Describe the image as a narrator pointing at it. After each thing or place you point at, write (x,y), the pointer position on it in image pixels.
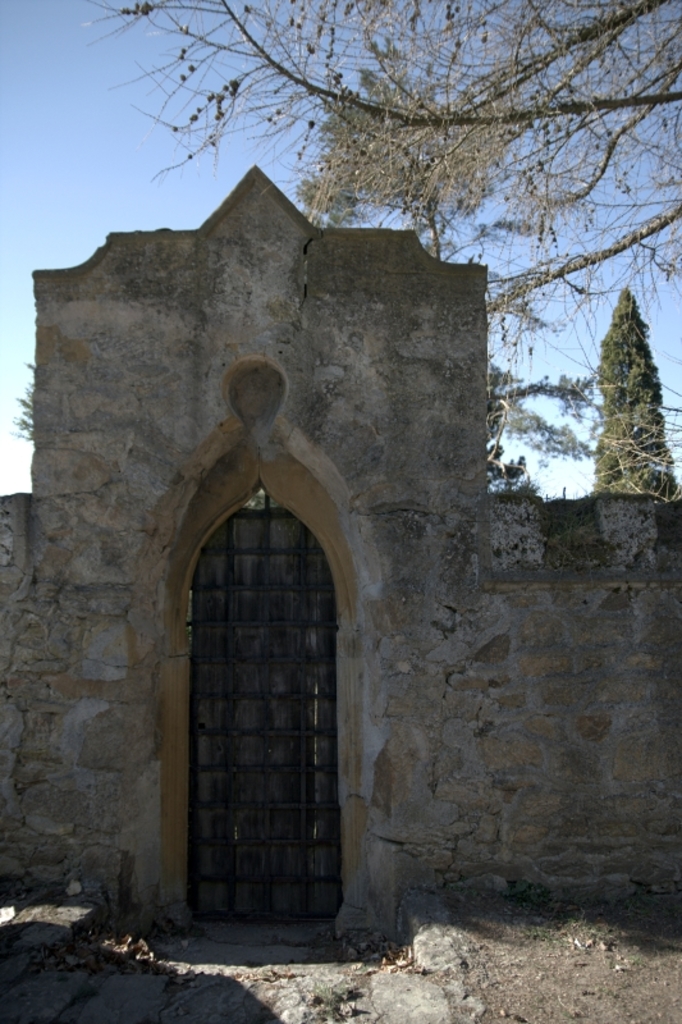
In this image there is a wall (166,475), for that wall (406,476) there is a door (307,710), in the background (486,106) there are trees (535,176) and the sky (151,93).
